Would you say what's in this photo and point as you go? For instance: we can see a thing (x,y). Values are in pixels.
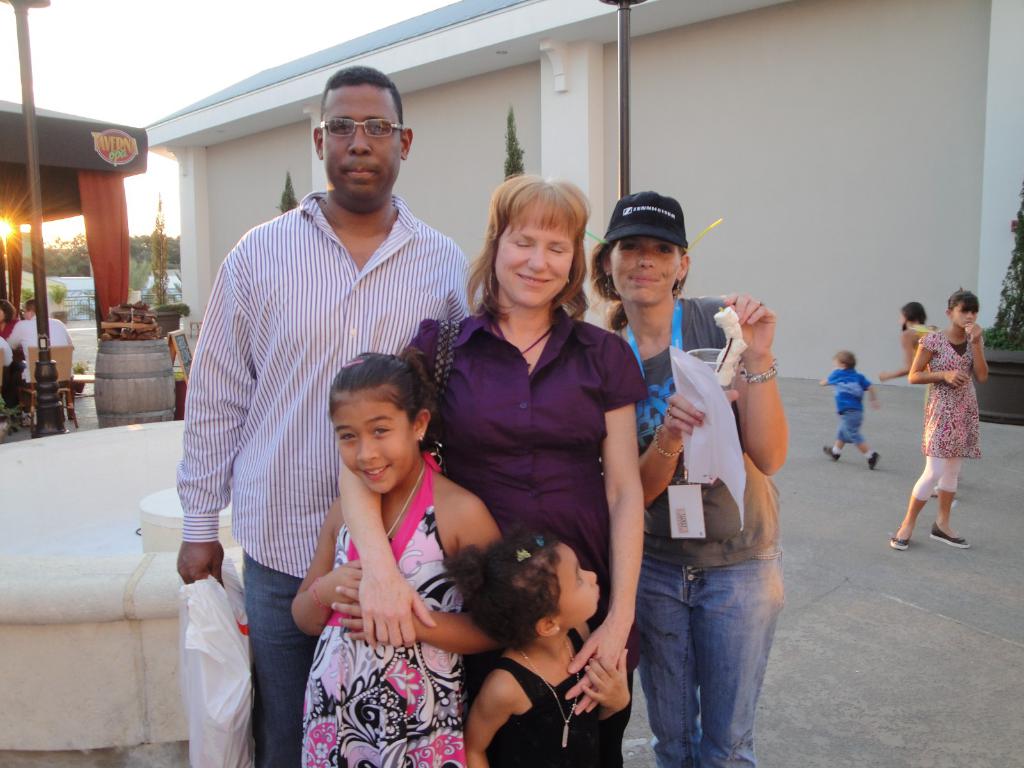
In this image we can see a man (341,263) wearing the glasses (346,128) and holding the cover (218,685) and standing. We can also see the women (666,438) and kids (479,717). In the background (319,165) we can see the trees (512,118), house (528,94), poles (41,349), path (912,651) and also some objects (98,358). We can also see the sky (213,59) and also the sun (13,221). On the left (46,216), we can see the tent (46,216) for shelter. We can also see a person (70,339) sitting on the chair (70,406).
